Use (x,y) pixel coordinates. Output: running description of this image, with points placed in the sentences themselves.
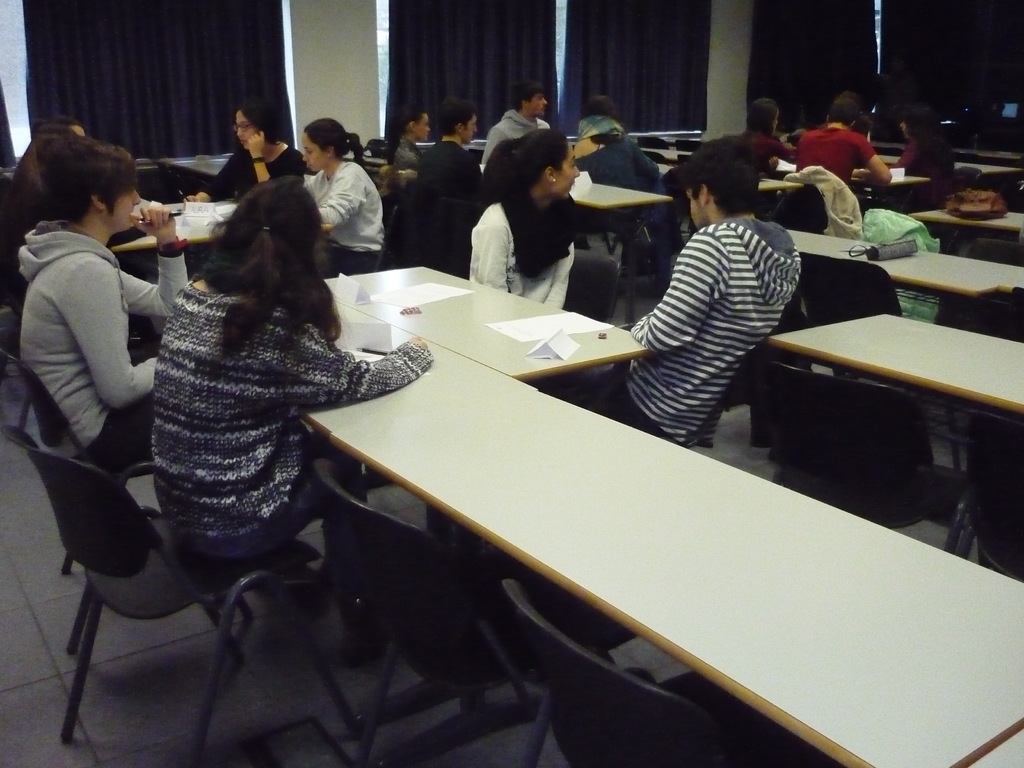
In this picture there are a group of people (714,205) sitting and talking with each other there are some tables (540,433) in front of them in there also some papers (539,347) on the table (464,457).
